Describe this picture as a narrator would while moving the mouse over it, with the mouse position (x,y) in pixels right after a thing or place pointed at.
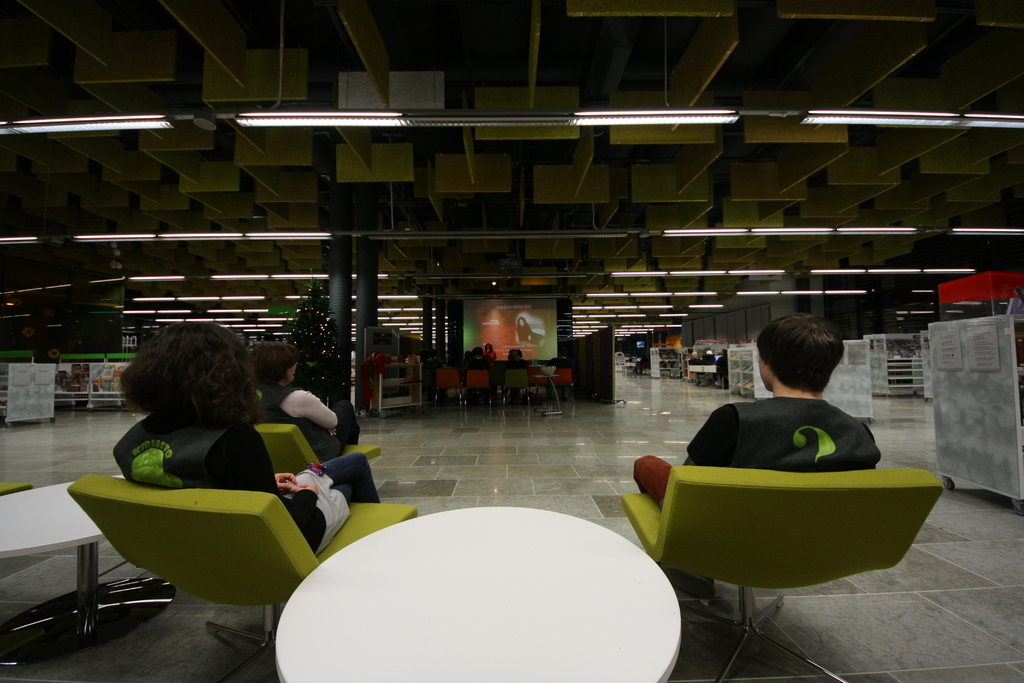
Here in this picture we can see three people (663,474) are sitting in the green color chairs (689,505). In front of them there are some people (515,362) sitting in the chairs (515,376). There is a screen (520,329) in front of them. There are lights (654,120) on the top (601,118). And in the middle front there is a white color table (528,641). And to the right side (959,396) we can see shelves (992,405).
